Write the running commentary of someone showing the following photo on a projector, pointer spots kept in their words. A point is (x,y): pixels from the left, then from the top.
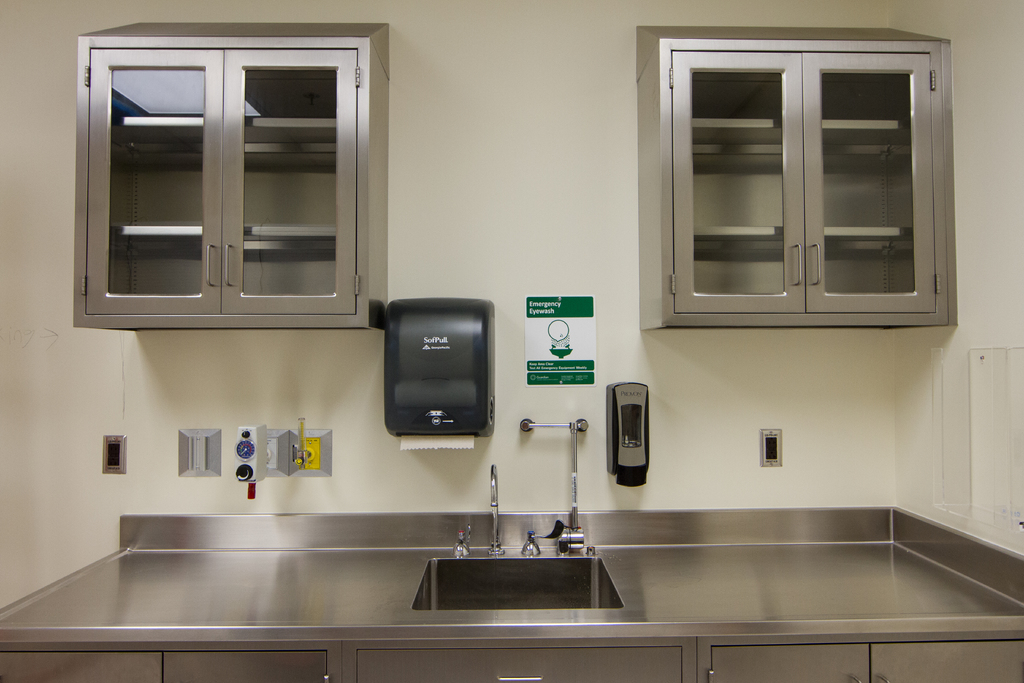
In this image I can see a sink (526,573) and a water tap (497,536) in the center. In the background (883,246) I can see the wall (362,428) and on it I can see cupboards (121,41), a black colour tissue box (490,310), a green colour board (548,359) and few other things (625,381). On this board (551,310) I can see something is written. On the bottom side of this image (59,673) I can see few more cupboards (631,682).
